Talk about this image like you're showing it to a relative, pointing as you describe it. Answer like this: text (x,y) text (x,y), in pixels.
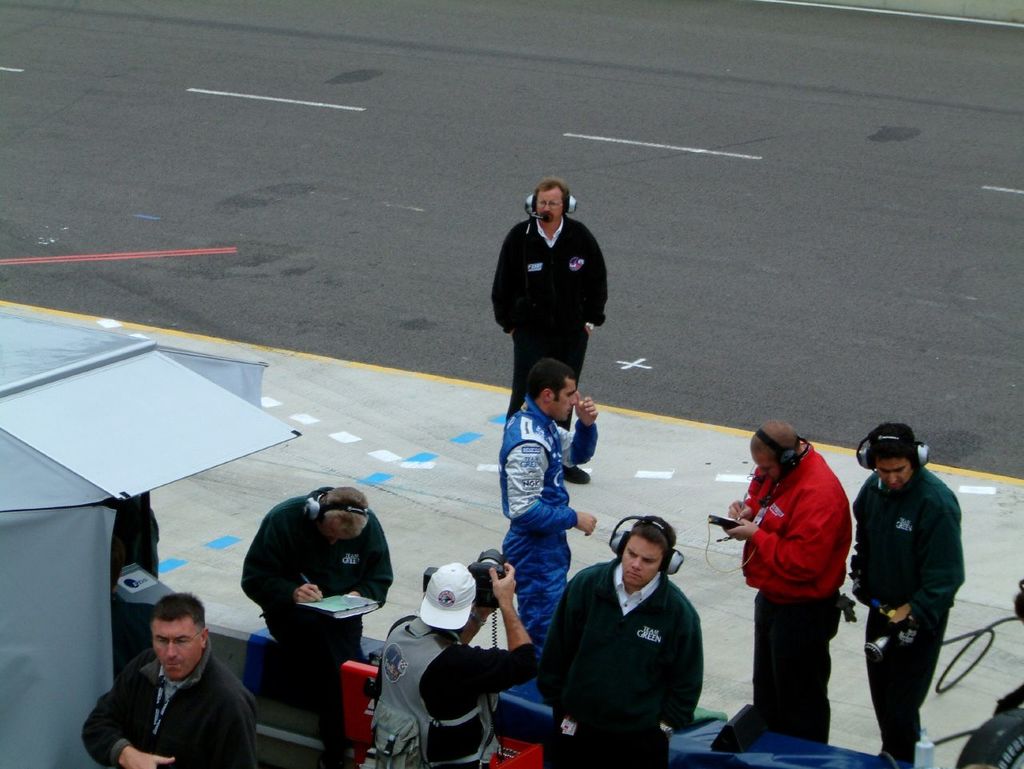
There are few people (454,647) here standing and among them few wear headset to their ears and writing on the book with a pen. In the background (367,168) there is a road (452,178) and on the left (63,514) there is a small room (70,521).
